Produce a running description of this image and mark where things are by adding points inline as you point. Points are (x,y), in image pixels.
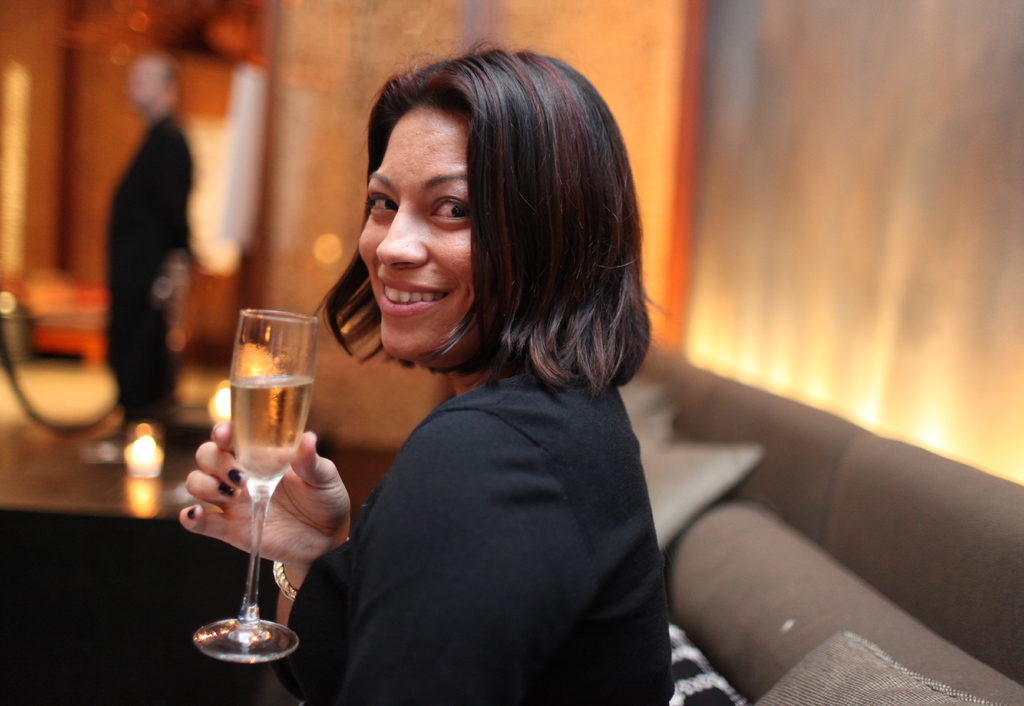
In this picture there is a woman (360,585) she is seated on the sofa (781,585) and she is holding a glass (269,451) in her hands (225,500) and there is a man (126,351).
